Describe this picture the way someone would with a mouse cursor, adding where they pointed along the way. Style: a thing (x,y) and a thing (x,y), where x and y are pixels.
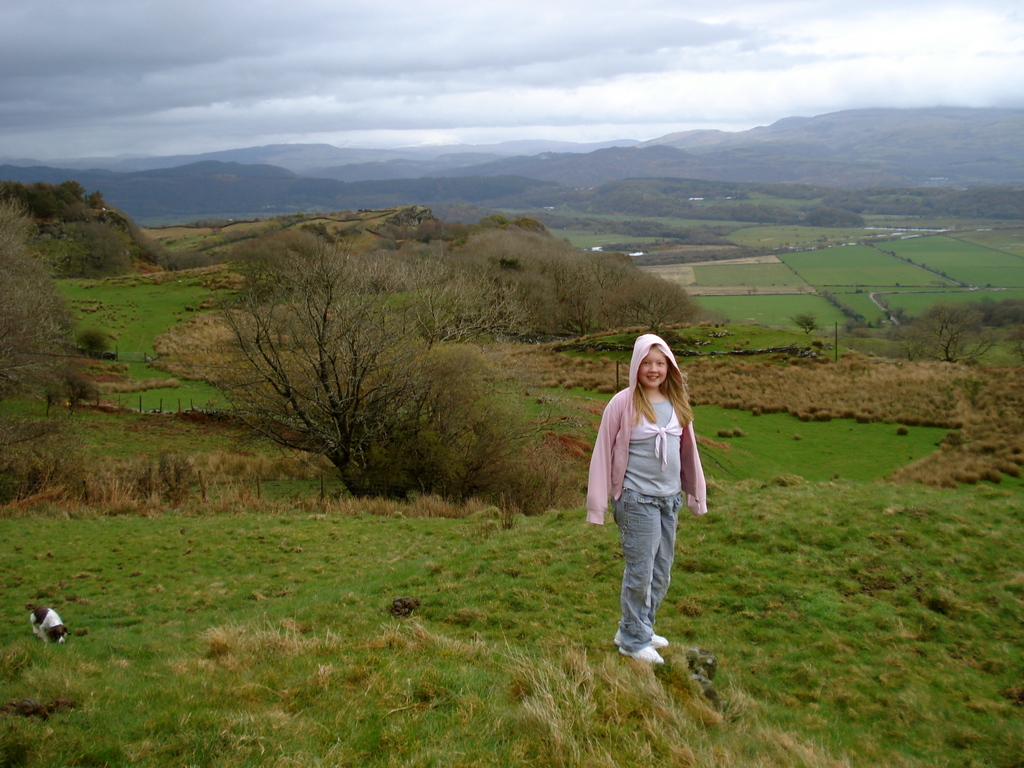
As we can see in the image there is grass (508,598), trees (456,379), hills (945,180), dog (46,631) and a girl (671,555) standing. At the top (269,65) there is sky (269,65) and clouds (180,72).
